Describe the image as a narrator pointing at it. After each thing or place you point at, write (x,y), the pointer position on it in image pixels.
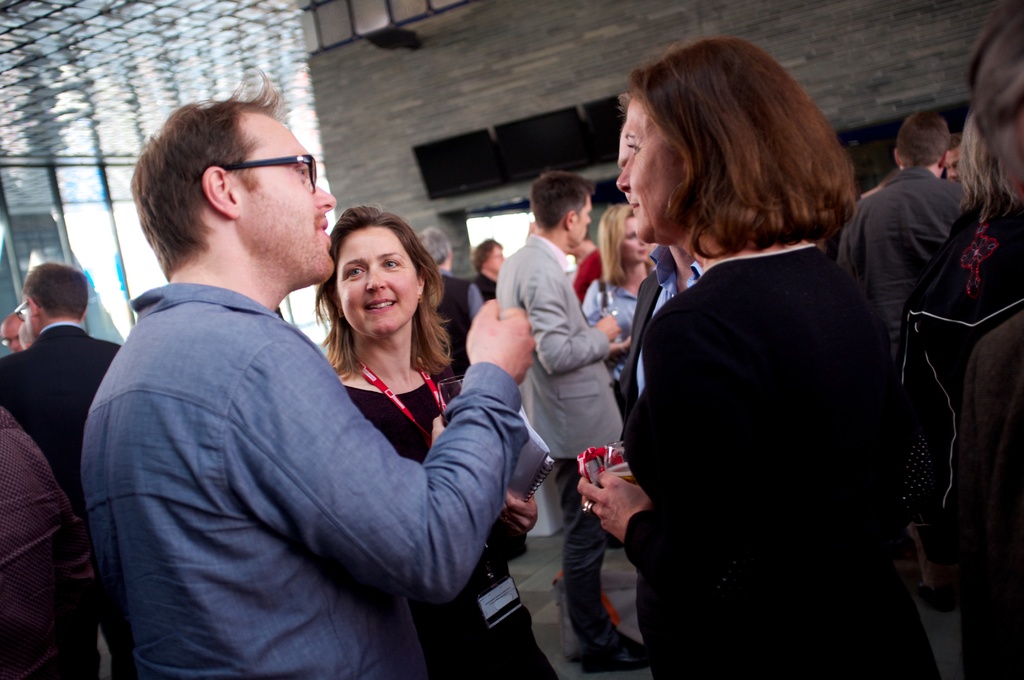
In the image there is a person (180,221) standing on left side (213,366) talking with two girls (432,372) on his right in black dress (785,319), in the back (1016,226) there are many people (570,372) standing on the floor (561,651), in the back (353,56) there is wall (355,89).
